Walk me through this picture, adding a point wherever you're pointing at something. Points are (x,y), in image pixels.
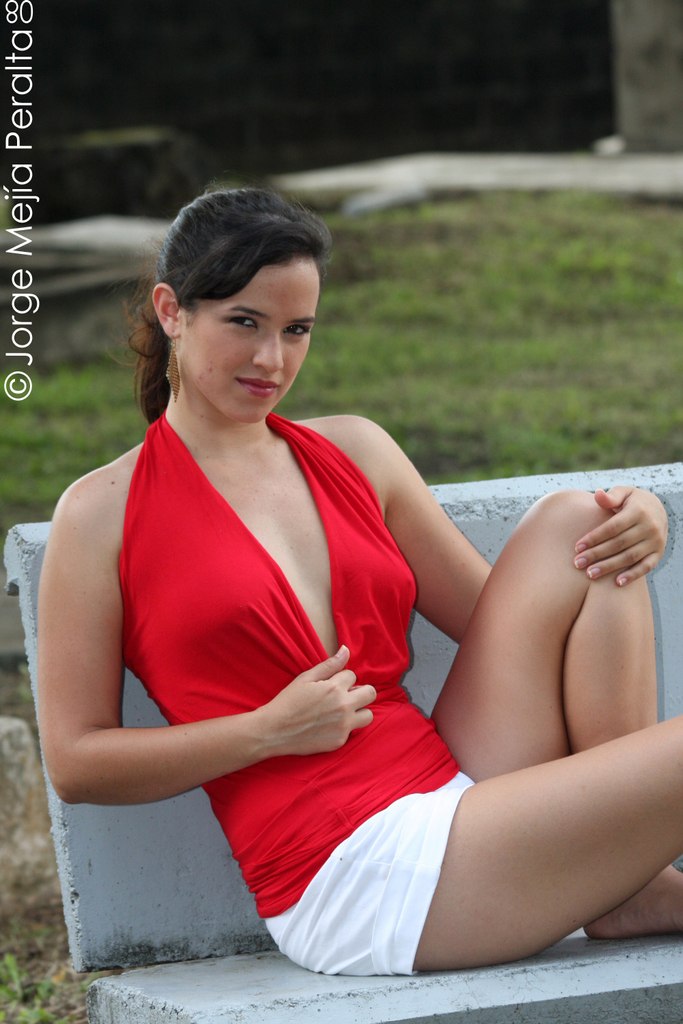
In the image there is a woman (249,863) sitting on a bench (186,909) and posing for the photo and there is some text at the top left corner of the image (32,331).
